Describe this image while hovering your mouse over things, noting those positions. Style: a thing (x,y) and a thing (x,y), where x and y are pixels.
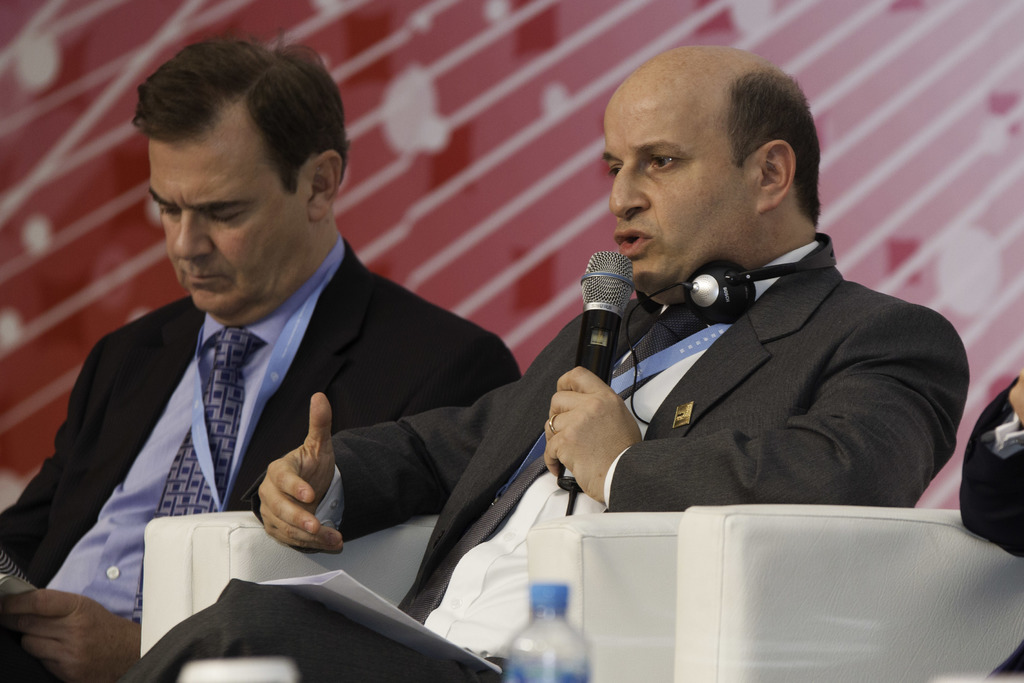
In a picture we can see two men (300,490) are sitting on the chairs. They are wearing a black blazers (103,434), tie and shirts (113,515). In the background (86,85) we can see a red lines wall (70,77). One man (306,458) is talking in the microphone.
